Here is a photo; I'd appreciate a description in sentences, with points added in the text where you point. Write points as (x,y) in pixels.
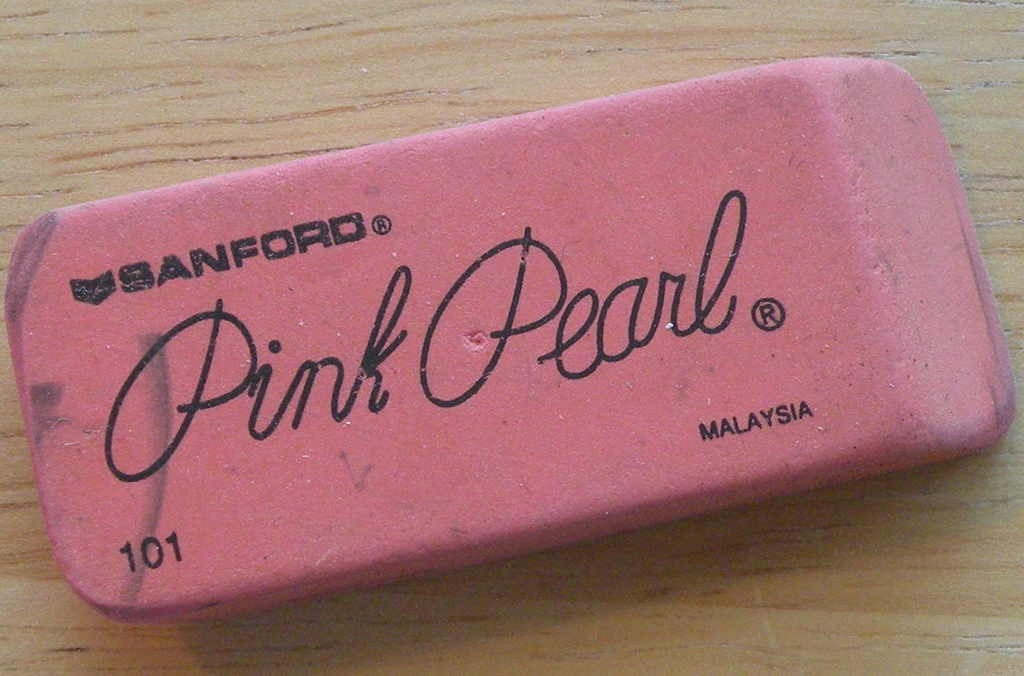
In the center of the image (409,328) we can see an eraser (531,378) placed on the table (610,574).
